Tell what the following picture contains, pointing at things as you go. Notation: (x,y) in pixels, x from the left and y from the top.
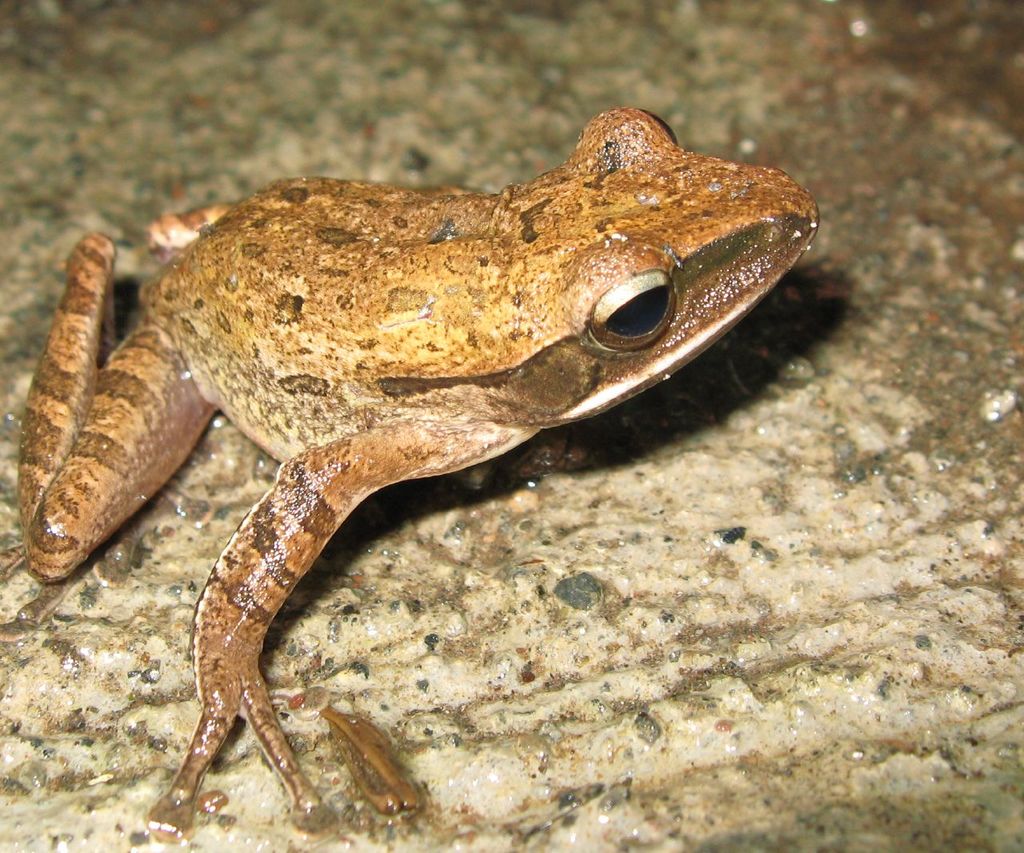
In the image we can see a frog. Behind the frog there is ground (758,57).
